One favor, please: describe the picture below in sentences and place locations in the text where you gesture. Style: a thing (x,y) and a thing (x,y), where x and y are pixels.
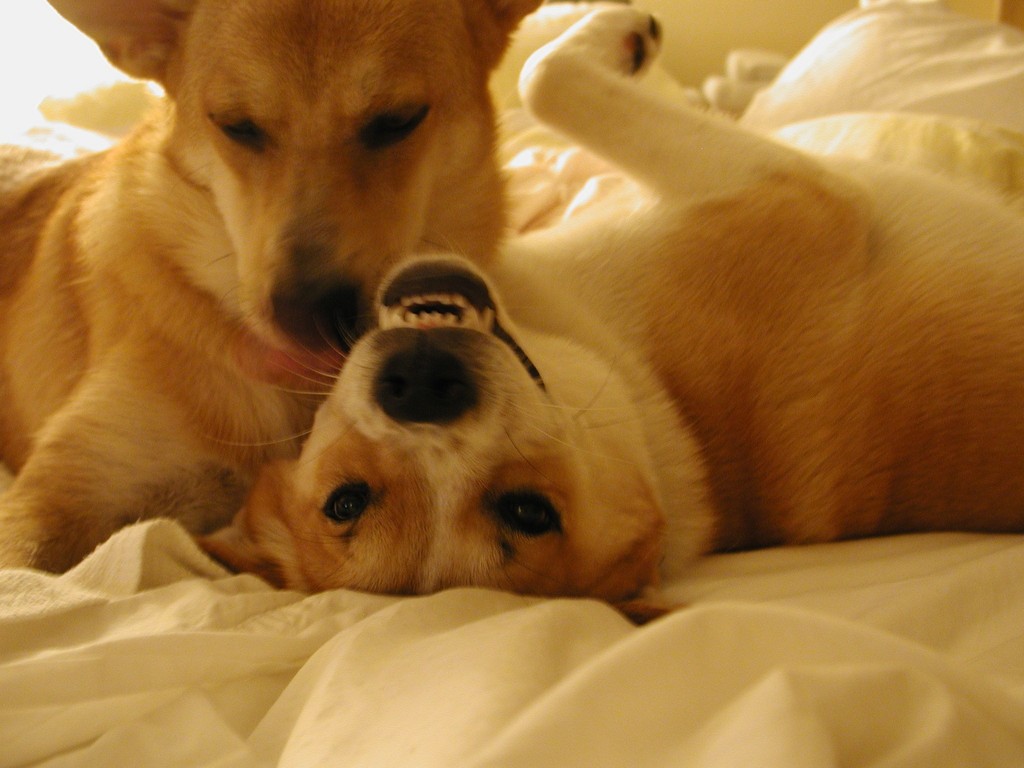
In this picture we can see two dogs (376,303) here, at the bottom (603,695) there is a cloth (561,675).
